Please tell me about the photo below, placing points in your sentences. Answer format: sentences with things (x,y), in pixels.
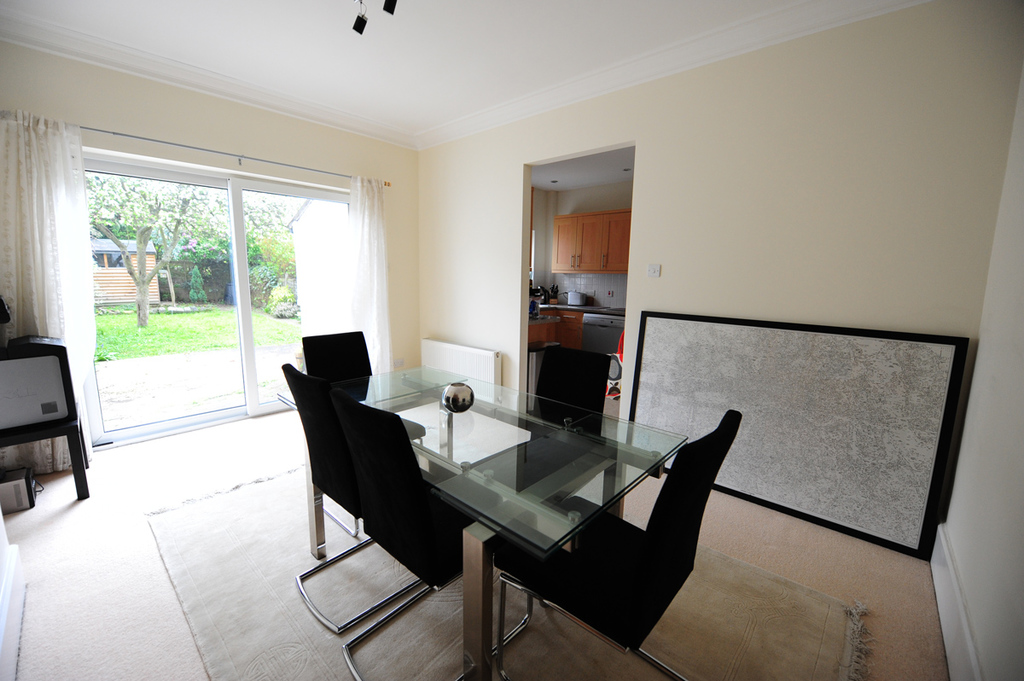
In this image I can see the inner part of the building (1009,409). I can see few chairs (298,392), table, few objects (532,313), cupboard (589,244), windows (289,219), curtain (64,251) and few trees (163,255).
